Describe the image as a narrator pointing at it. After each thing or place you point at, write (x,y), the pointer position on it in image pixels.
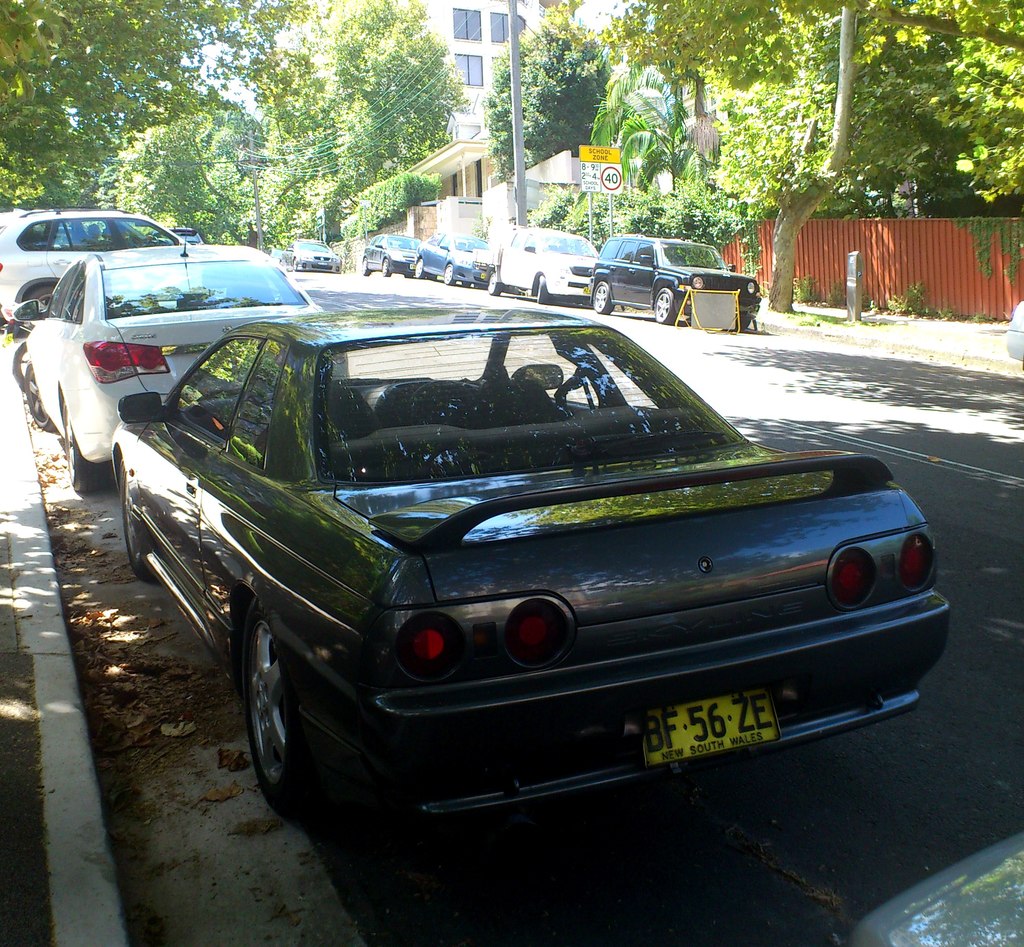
In this picture we can see vehicles (513,576) on the road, here we can see dried leaves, plants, electric poles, name board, sign board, fence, stone pole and an object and in the background (227,152) we can see a building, trees (326,192).
